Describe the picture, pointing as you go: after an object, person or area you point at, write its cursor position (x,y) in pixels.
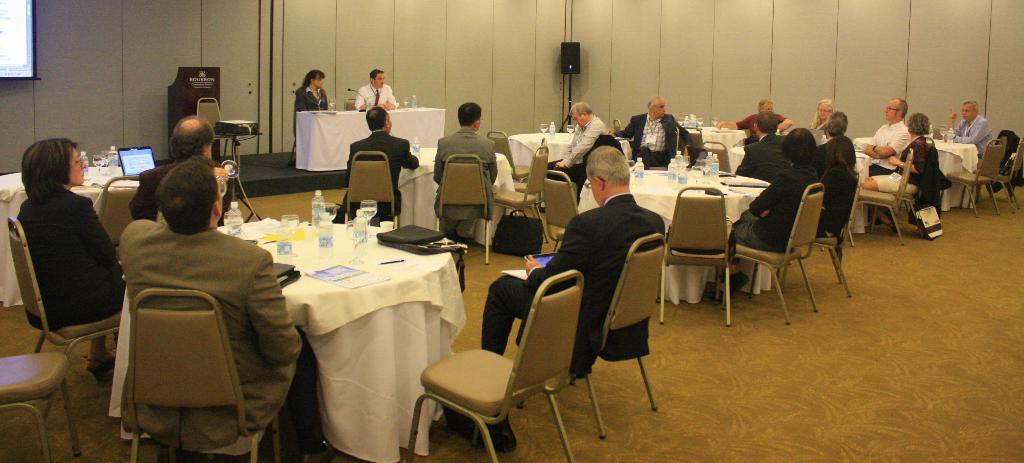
Here we can see a group of people (971,117) who are sitting on a chair (127,191) and having a conversation. This is a speaker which is on the top corner (569,69). This is a table (382,270) where a water bottle (362,225), a laptop (143,168) and a bag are kept on it.
